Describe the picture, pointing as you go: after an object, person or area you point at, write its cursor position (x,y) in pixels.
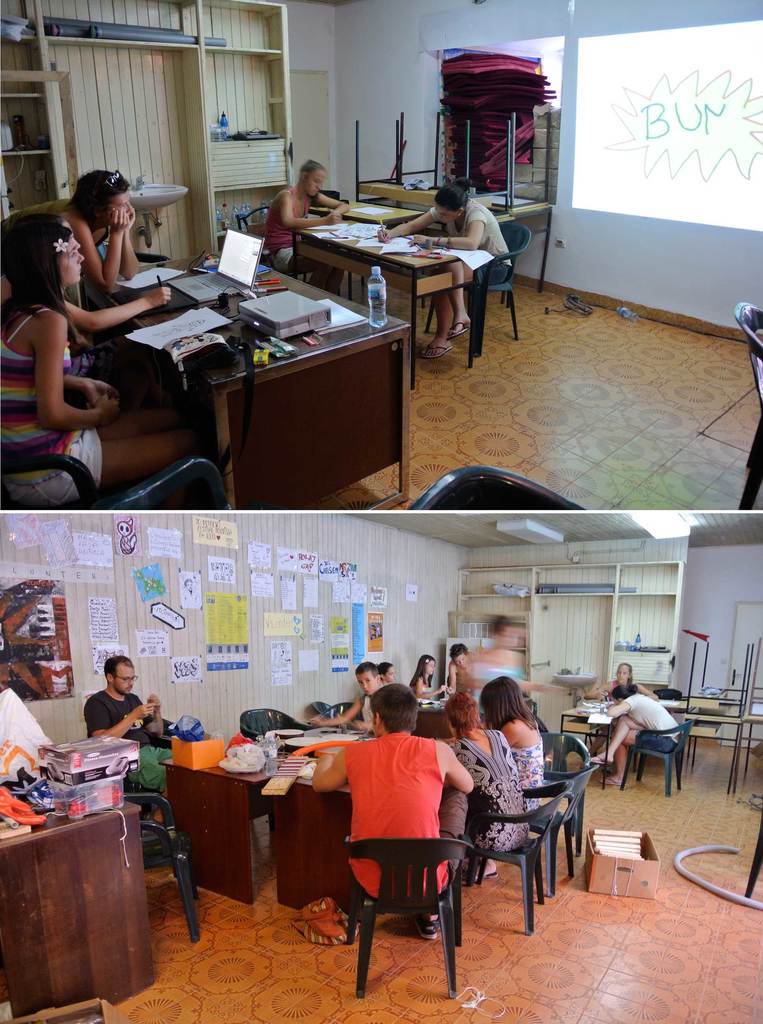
The upper picture represents group of people (157,302) studying and the lower picture represents group of people (427,750) sitting in a chair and there is a table (329,753) in front of them which consists of some objects (310,732) on it.
